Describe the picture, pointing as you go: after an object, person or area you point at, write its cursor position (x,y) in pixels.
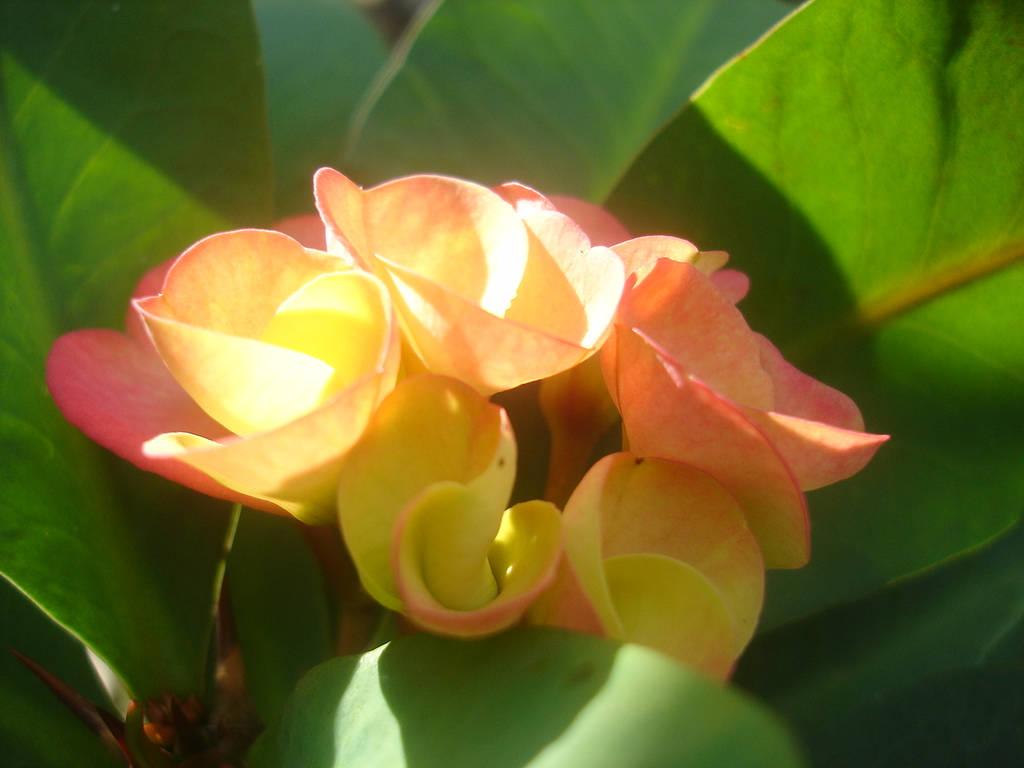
In this picture I can see some flower (451,393) to the plants (95,499).
